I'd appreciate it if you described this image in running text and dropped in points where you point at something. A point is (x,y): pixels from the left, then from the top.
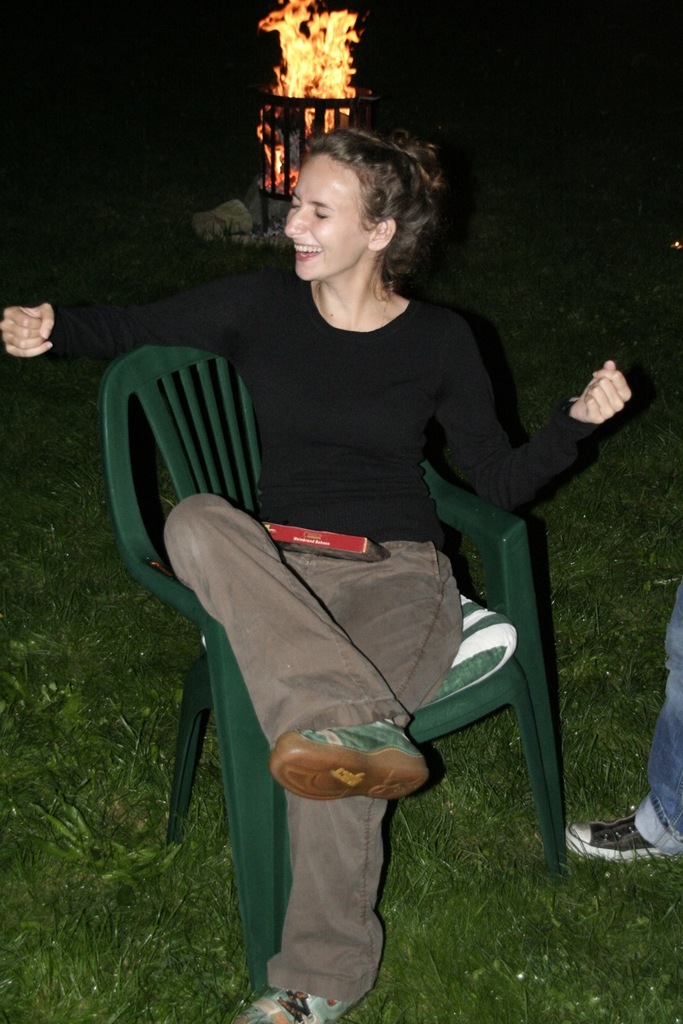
In this picture we can describe about a girl (313,403) wearing a black t-shirt (317,404) and brown pant (319,811) sitting on the green chair (446,513), smiling and giving the pose into the camera. Behind we can see bonfire (280,115) placed on the grass lawn (31,985).
